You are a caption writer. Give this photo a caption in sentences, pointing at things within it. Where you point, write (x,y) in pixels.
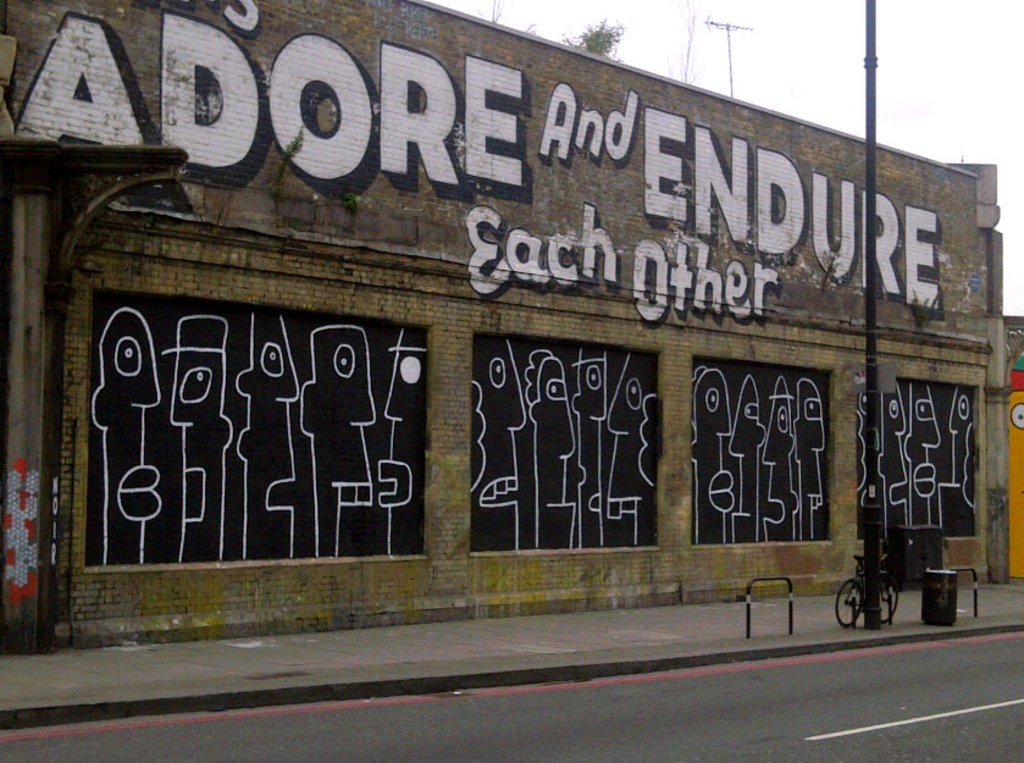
In this picture we can see a building (589,291), in front of the building (824,329) we can find a pole (870,507), bicycle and few boxes (936,583), and also we can see few paintings (749,368) on the wall (648,456), in the background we can see few trees (613,32).
